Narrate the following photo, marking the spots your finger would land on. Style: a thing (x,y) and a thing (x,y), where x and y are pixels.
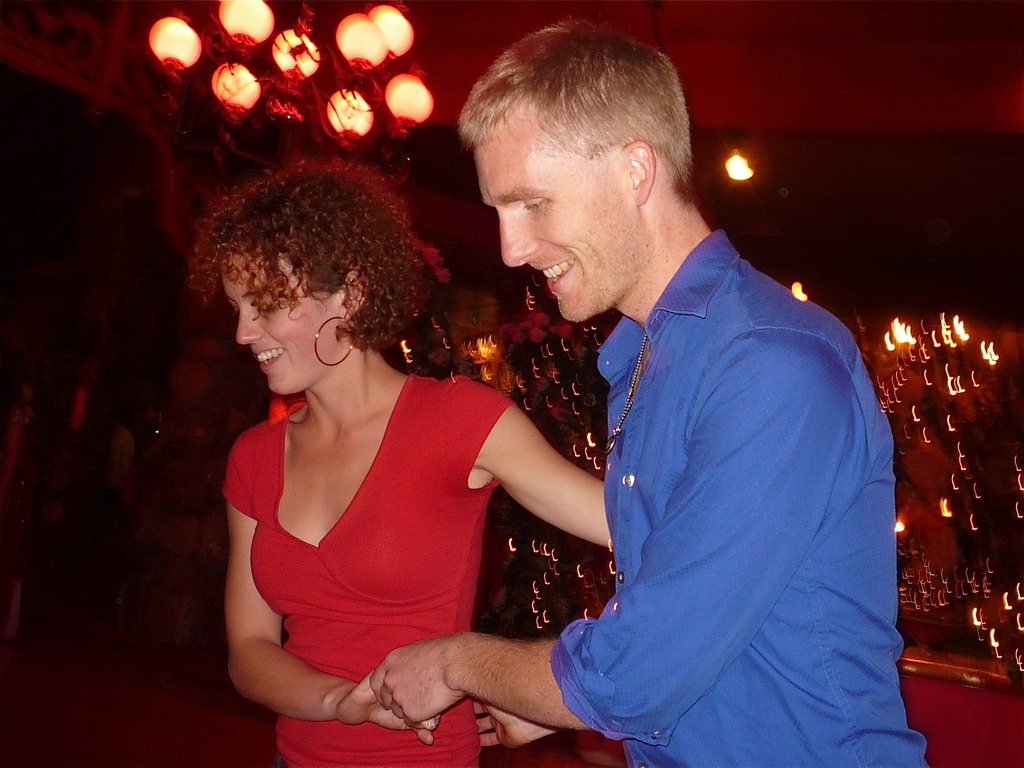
In the image there are two people (639,612) and they are holding their hands (387,672) and behind them there are beautiful lights (948,418).
